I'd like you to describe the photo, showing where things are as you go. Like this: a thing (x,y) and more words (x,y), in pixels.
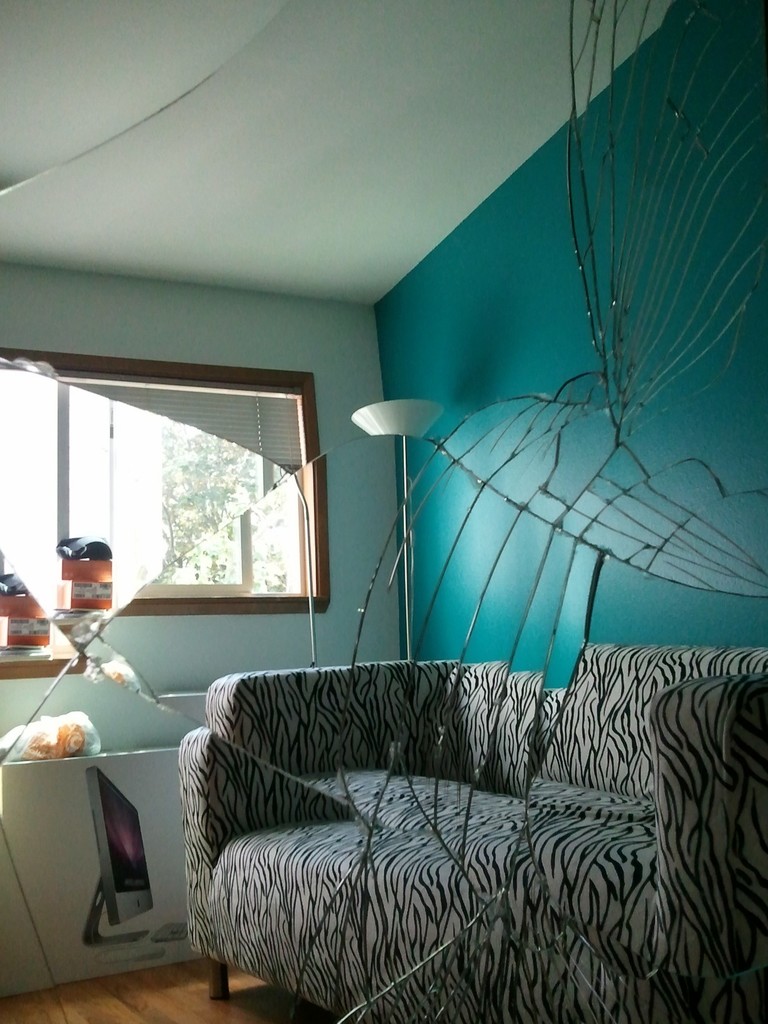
This image is clicked in a room (338,524) where there is light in the middle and window (73,462) on the left side (245,518). there is a sofa (449,735) in the bottom (481,791). Near that window (45,549) there are so many boxes (88,593) and in the bottom left corner (91,834) there is a box (106,877), on which there is a photo (136,898) of computer (106,899).
